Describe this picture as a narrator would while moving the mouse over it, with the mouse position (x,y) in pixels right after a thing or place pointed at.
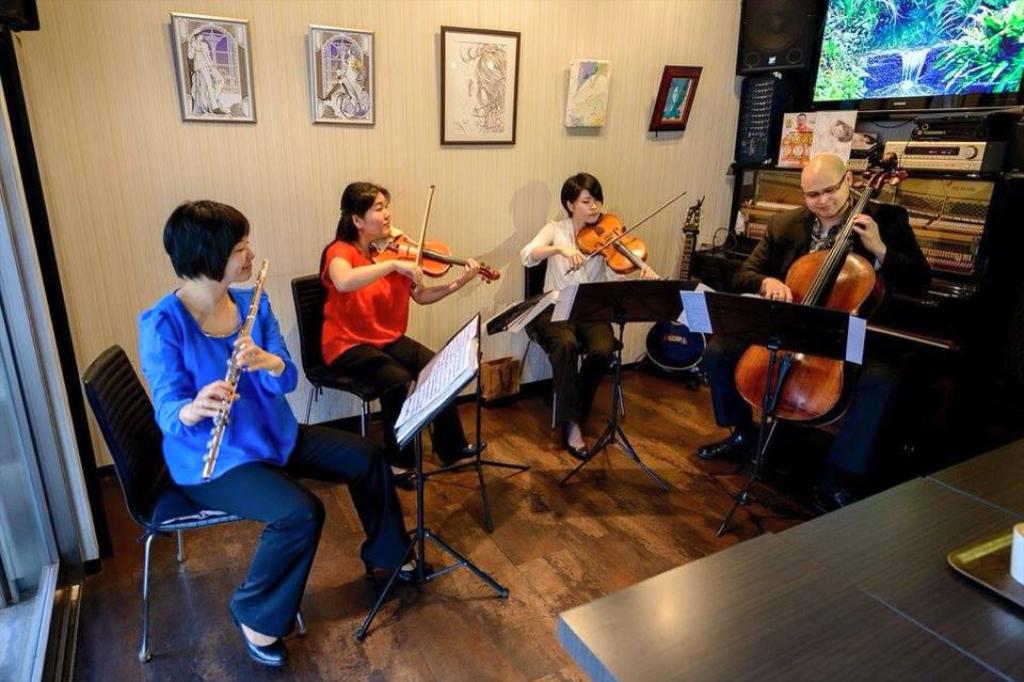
There are four members (407,268) in this room (319,330) sitting in the chairs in front of a stand (430,532) on which a book (414,417) was placed. Two of them were playing violin (628,254). One of the four members (244,431) was playing a flute (232,388). In the background (299,198) there is a wall (437,125) to which some pictures (224,81) were hanged.
